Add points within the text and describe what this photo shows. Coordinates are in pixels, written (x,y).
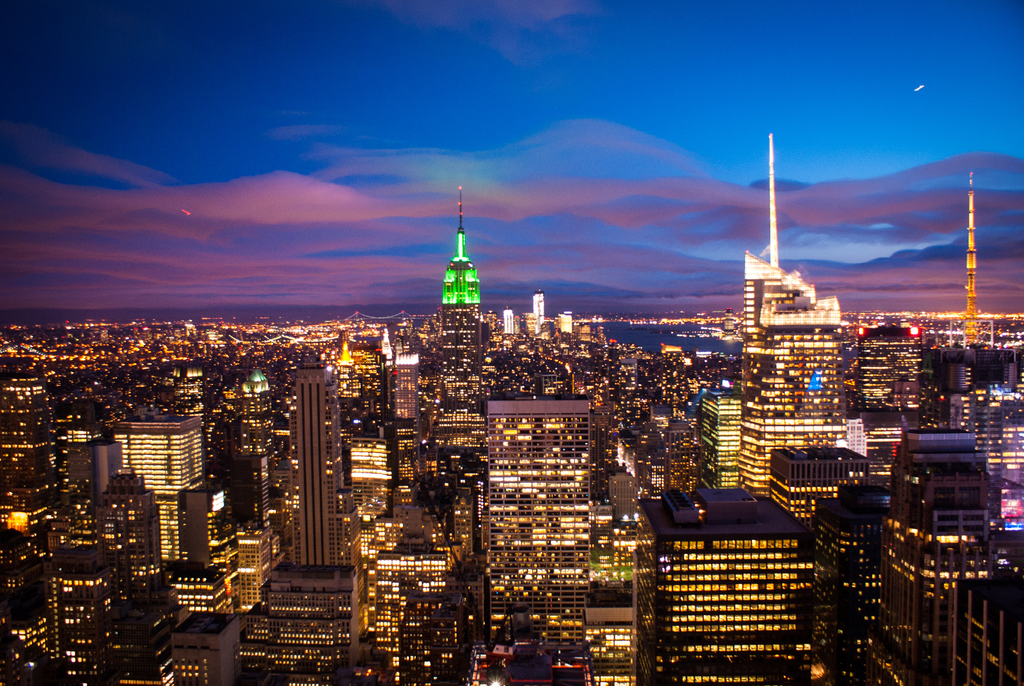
This is the picture of a city (753,415). In this image there are buildings (661,362) and there are lights (914,327) inside the buildings (482,367). At the top (440,84) there is sky (504,106) and there are clouds (618,253).
